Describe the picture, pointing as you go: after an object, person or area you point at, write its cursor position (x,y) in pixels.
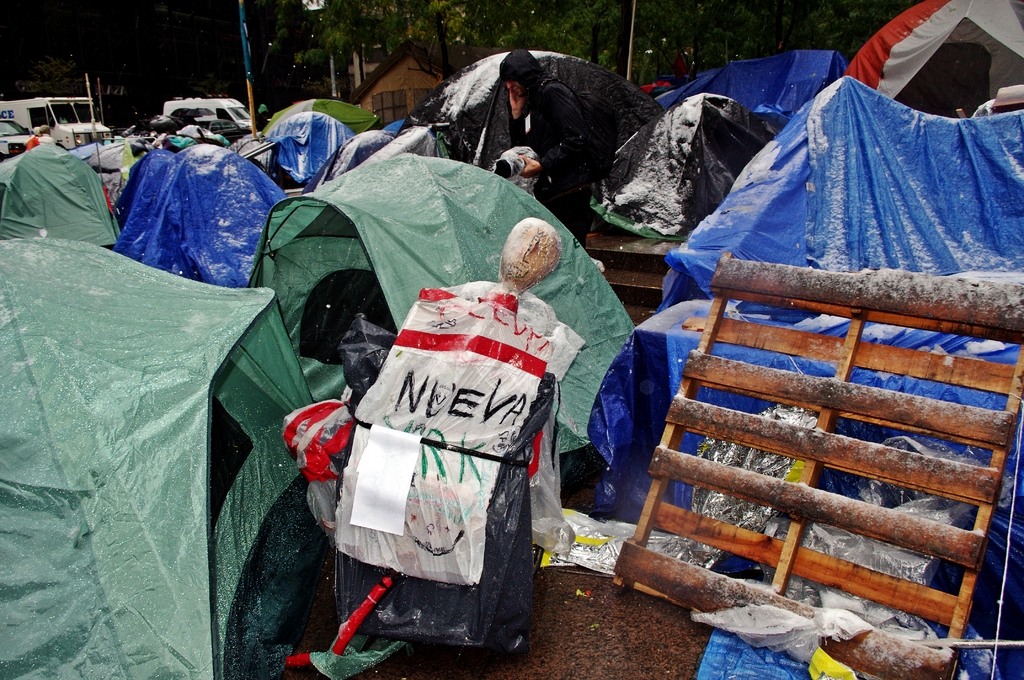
In this picture there is a man (576,162) who is wearing raincoat (545,86) and bag (581,175). He is holding a plastic bag (511,166). Around him we can see the tents (631,98). On the right (850,353) we can see a wood (927,419). On the top left (42,128) we can see two persons (32,138) are standing near to the car (8,146). On the background (455,43) we can see building (105,78), trees (759,23), poles (98,89), flag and other vehicles (177,101).
